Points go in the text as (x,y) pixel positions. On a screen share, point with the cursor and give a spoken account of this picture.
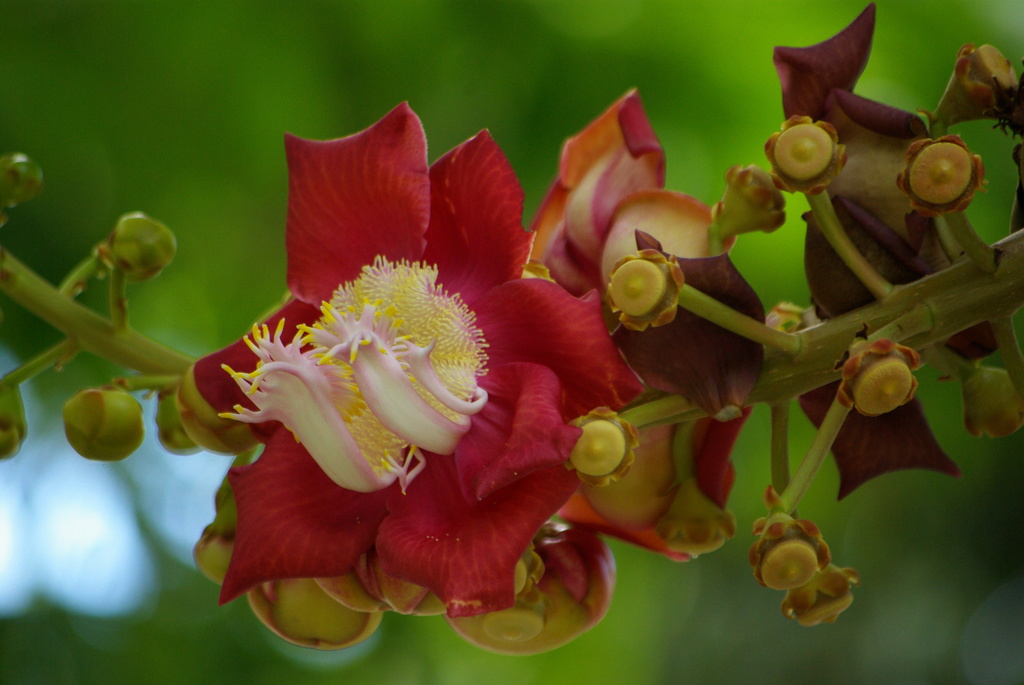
In this image we can see flowers (433,440) and stem (956,310). In the background (117,598), we can see greenery (409,75).
